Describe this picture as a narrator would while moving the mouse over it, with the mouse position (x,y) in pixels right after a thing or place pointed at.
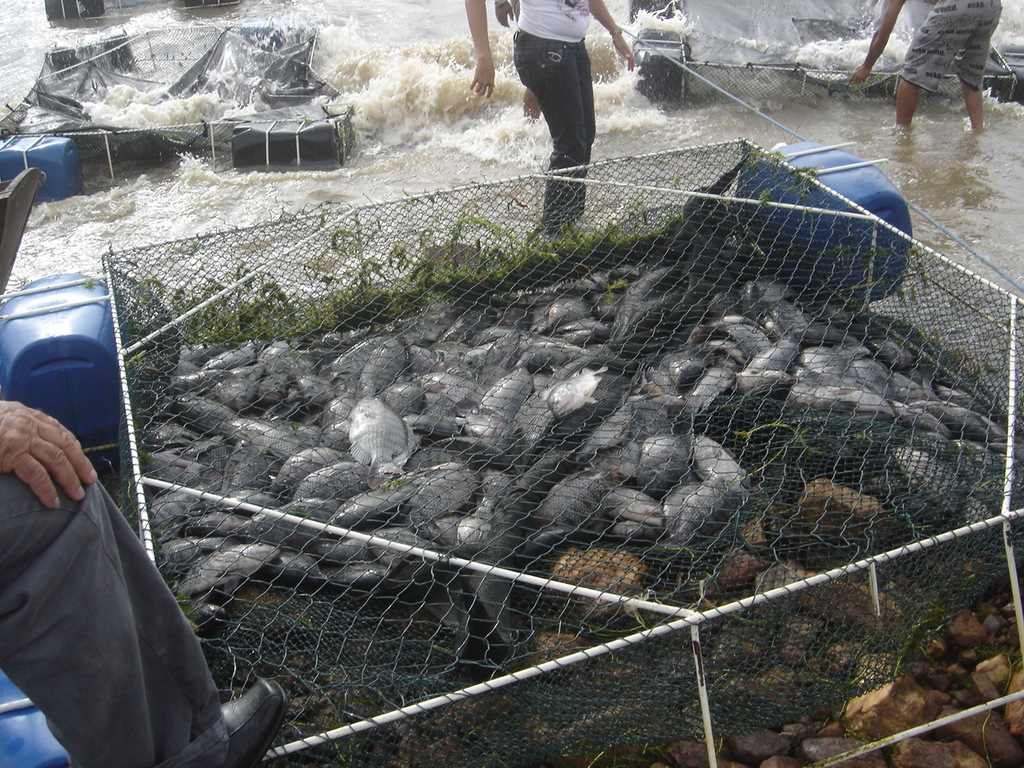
In this image, we can see fishes (442,484) through the mesh (596,553). Here there are few people (5,601), water (1013,268), few objects (60,140) and things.
